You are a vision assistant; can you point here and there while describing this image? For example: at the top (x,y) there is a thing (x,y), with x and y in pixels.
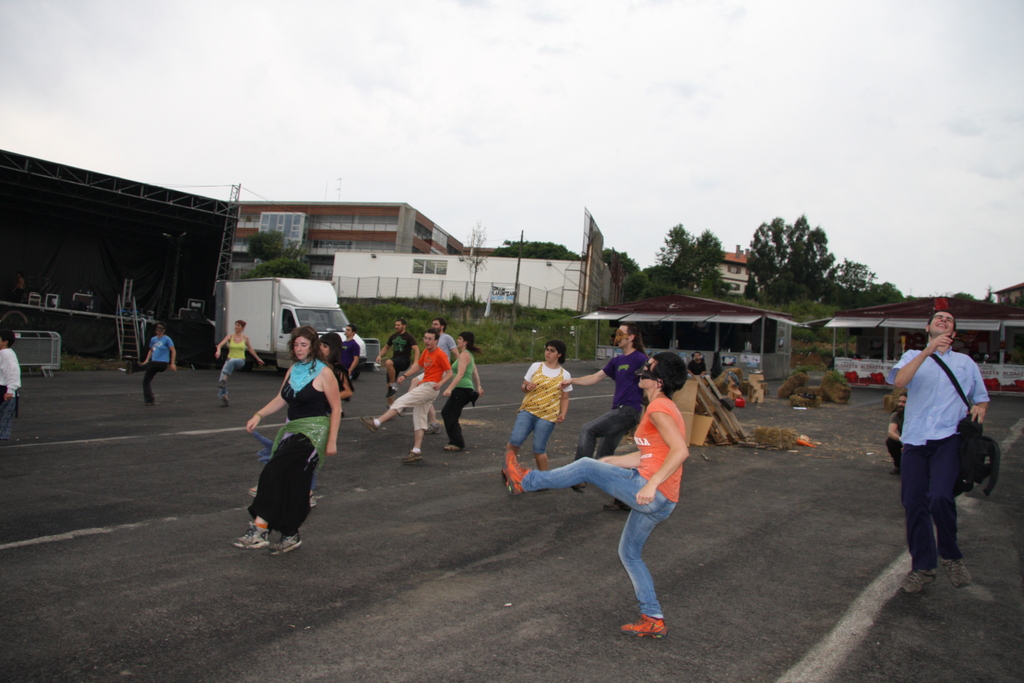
In this picture, we see many people (651,520) are dancing on the road (472,514). Behind them, we see carton boxes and a vehicle (300,316) in white color is parked on the road (590,543). On the left side (150,270), we see a railing board (50,356), staircase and a stage (106,280). In the background (695,259), there are trees (789,294), buildings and sheds (703,316). At the top (616,108), we see the sky (616,108).
